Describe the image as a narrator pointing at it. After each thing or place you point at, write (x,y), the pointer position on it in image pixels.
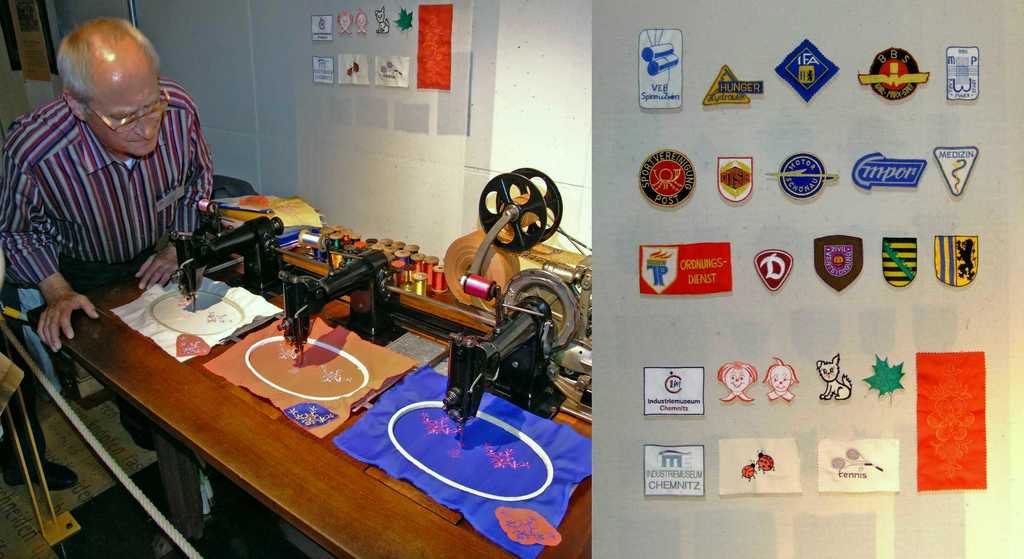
Here we can see a board (785,130) on which there are few badges (792,68). On the table (329,436) we can see sewing machines (449,382). These are clothes (364,437). Behind to this we can see different colours of threads (391,265). Here there is one man (186,134) standing and he wore spectacles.
